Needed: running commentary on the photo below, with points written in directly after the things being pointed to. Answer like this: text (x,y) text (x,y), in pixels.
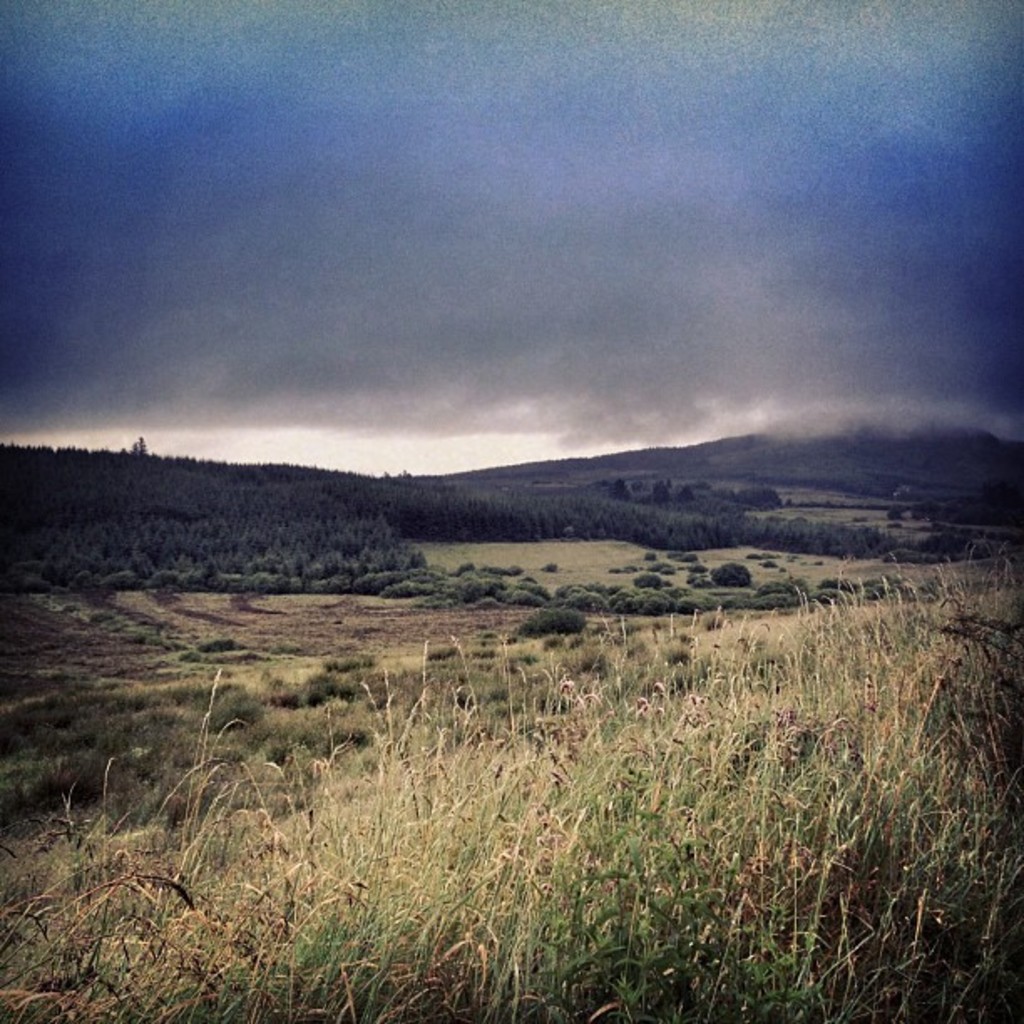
In this picture we can see grass (607,623), few trees (502,517) and clouds (496,348).
